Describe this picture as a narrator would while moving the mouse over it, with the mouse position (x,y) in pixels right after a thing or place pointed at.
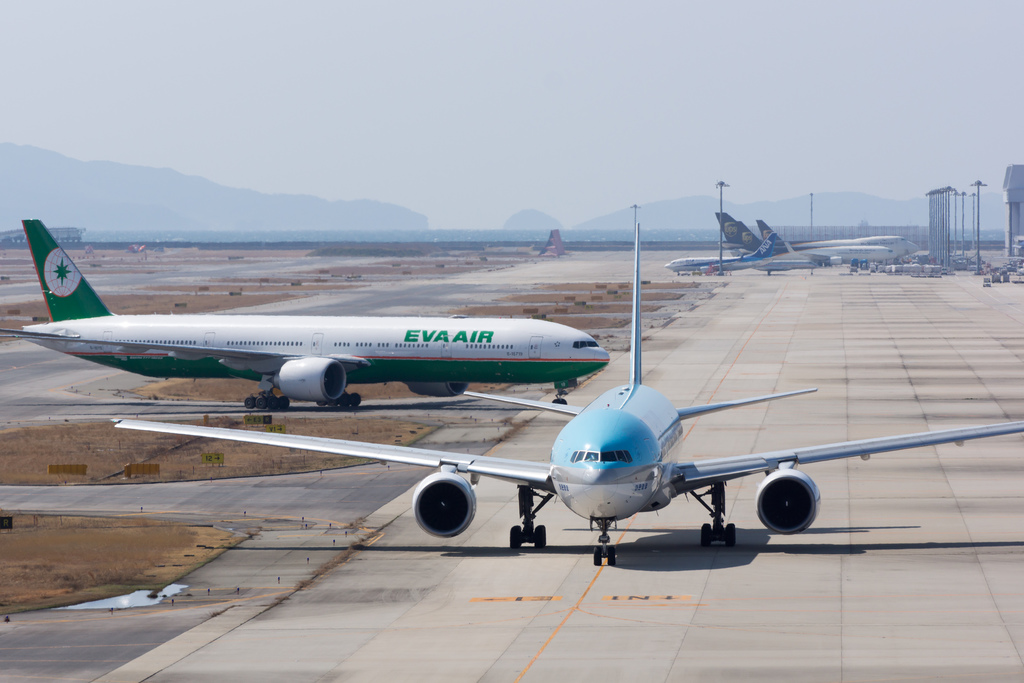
In this image, we can see aeroplanes (169,317) on the road (793,386) and in the background (941,217), there are poles (932,226) and we can see a tower (1006,220), hills (270,220) and buildings (76,236). At the top (447,109), there is sky (447,109).
